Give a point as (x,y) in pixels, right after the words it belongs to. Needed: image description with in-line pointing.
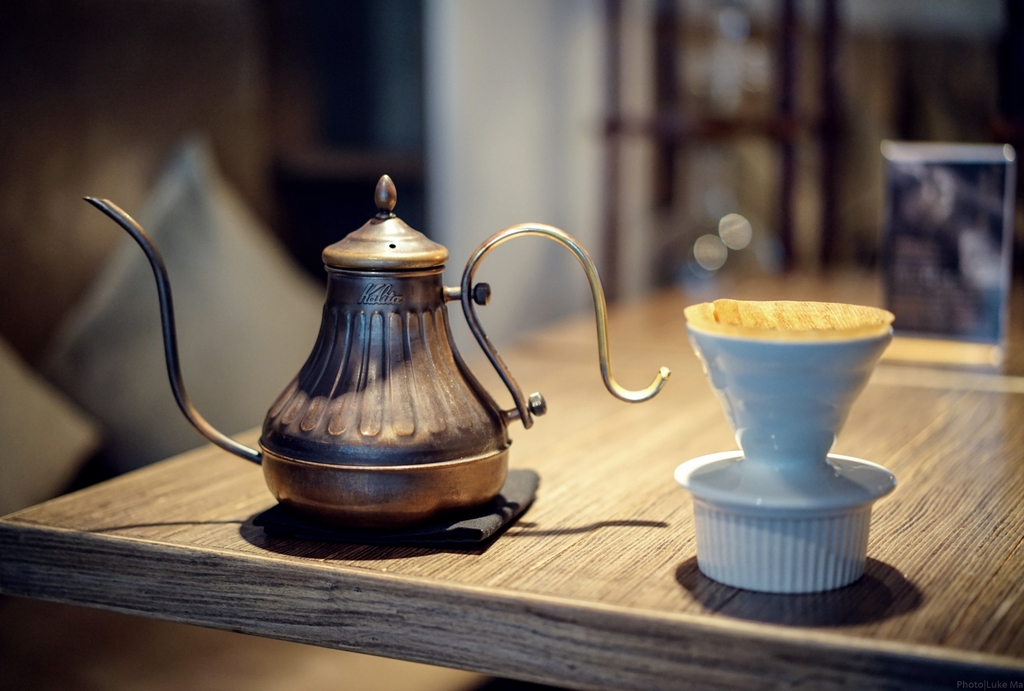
In this image we can see an antique teapot (451,422), ceramic (772,418) and a board (1000,325) on the table (560,522). On the backside (455,205) we can see a wall (437,206) and some cushions (267,332).
